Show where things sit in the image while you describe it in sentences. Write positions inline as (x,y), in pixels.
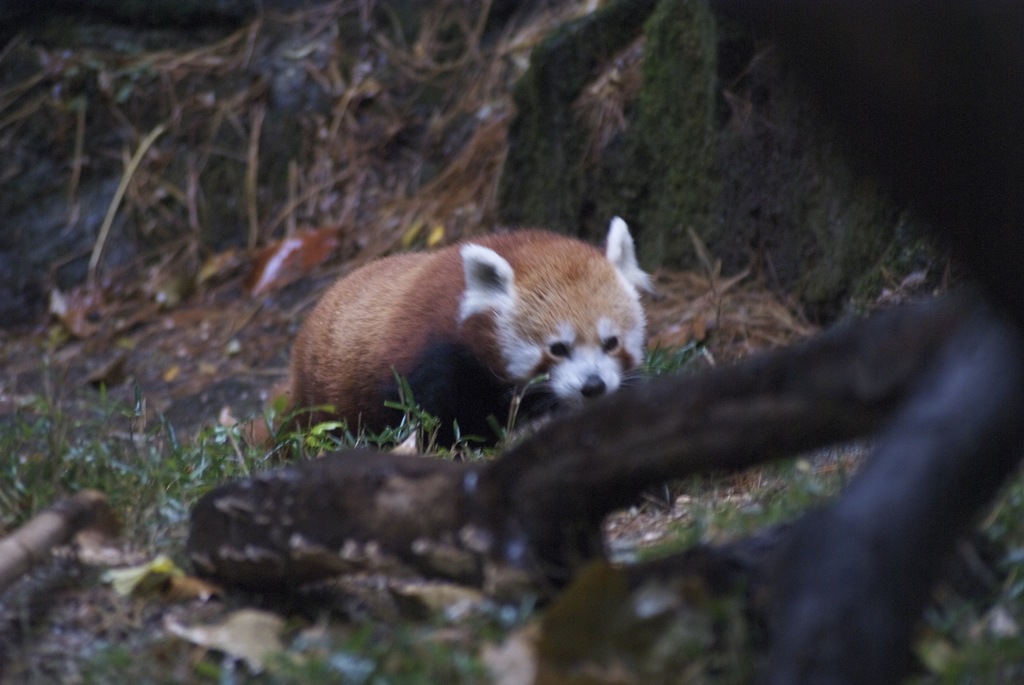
In this image I can see an animal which is in white and brown color. Background (86,414) I can see grass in green color.
